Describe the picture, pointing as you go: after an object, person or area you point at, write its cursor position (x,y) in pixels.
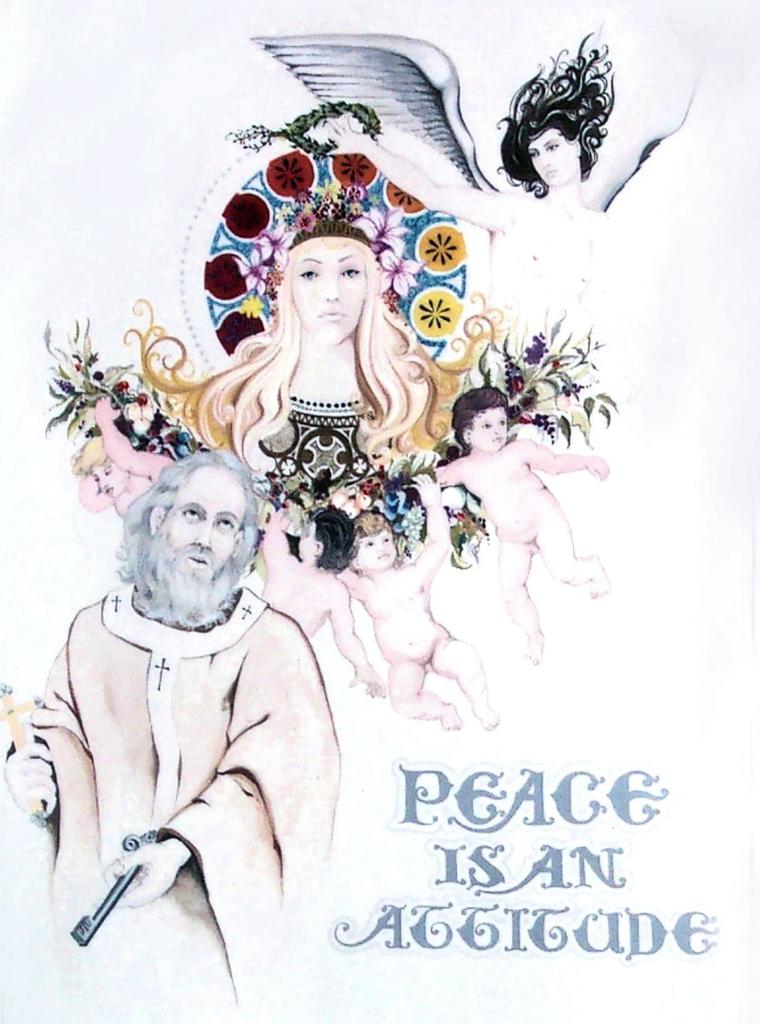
In this picture I can see animated pictures (347,607) on the poster (386,545) and text (518,805) in it.
